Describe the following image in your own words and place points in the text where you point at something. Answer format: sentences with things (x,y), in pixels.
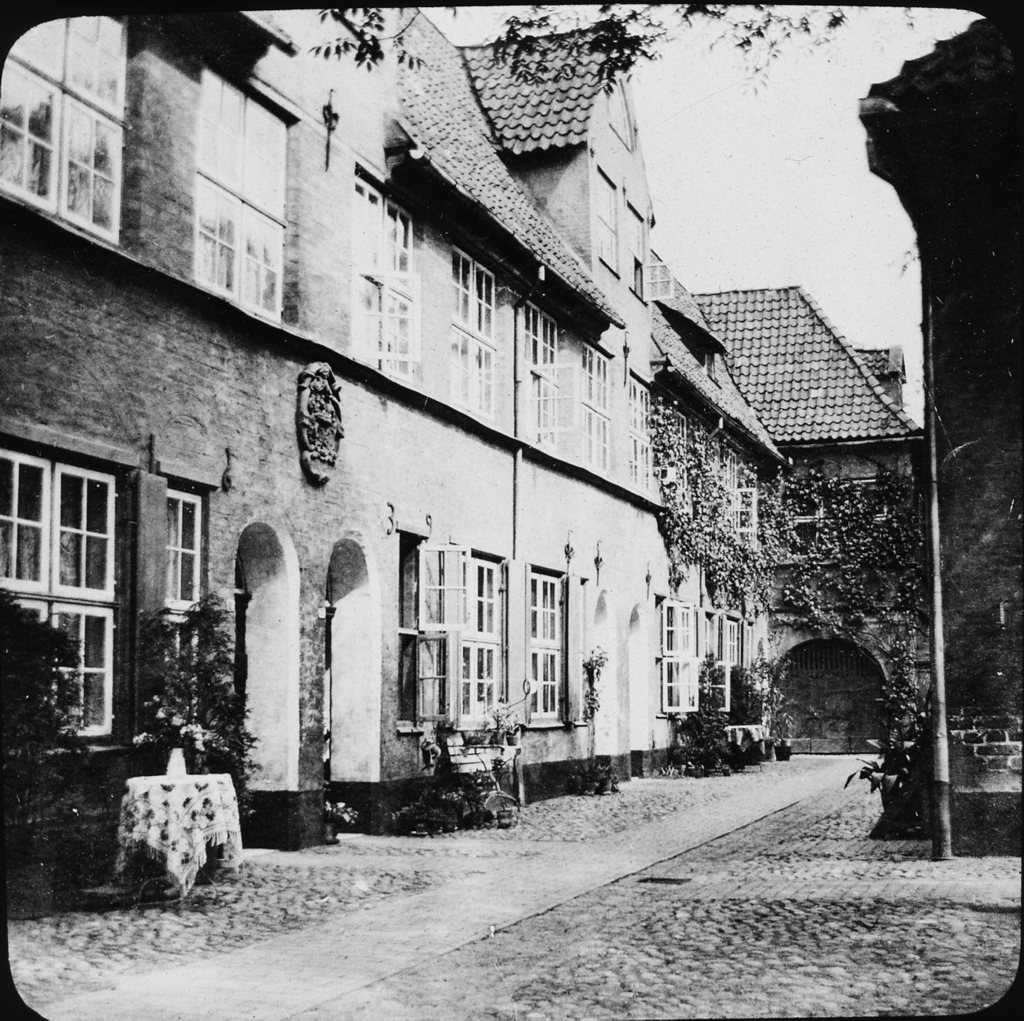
This image consists of a building (494,347) along with windows (481,352) and doors (257,738). At the top (792,326), there is a roof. At the bottom (337,934), there is a road (646,793) on which there are potted plants (779,738) and a table (214,787) along with a bench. At the top (721,151), there is sky (726,174).
